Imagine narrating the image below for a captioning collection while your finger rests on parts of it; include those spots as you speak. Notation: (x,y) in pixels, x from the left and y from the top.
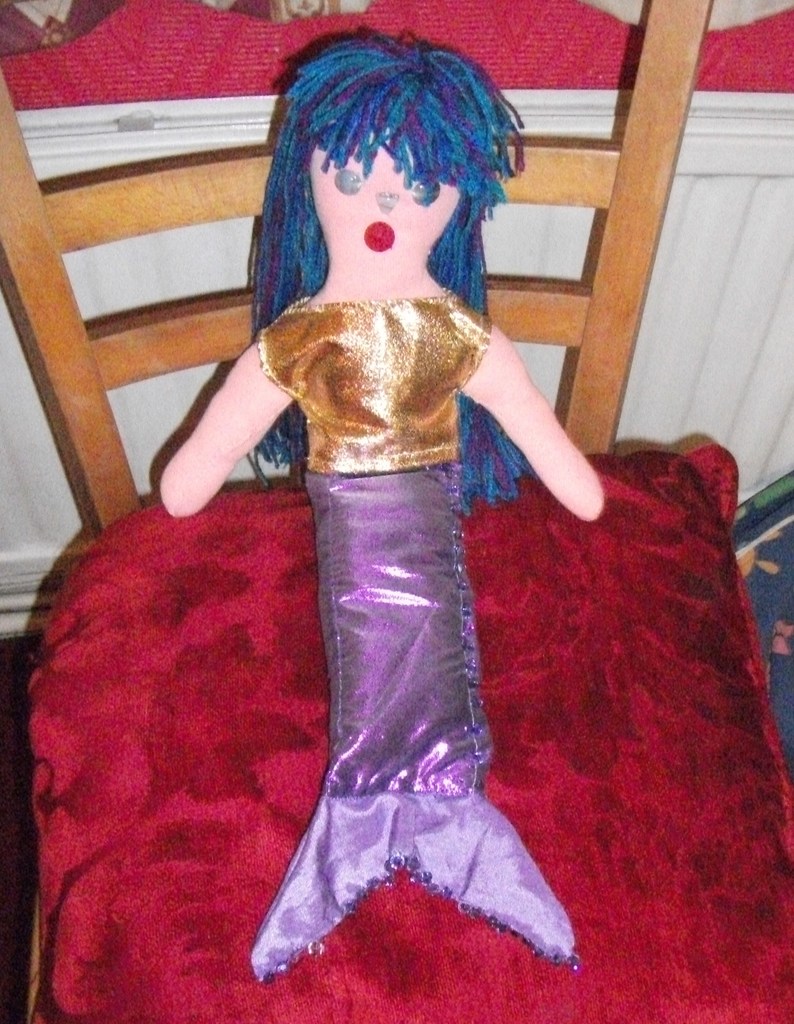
In this image we can see a toy (290,453), she is wearing the mermaid dress (418,653), it is placed on the chair (542,324).
